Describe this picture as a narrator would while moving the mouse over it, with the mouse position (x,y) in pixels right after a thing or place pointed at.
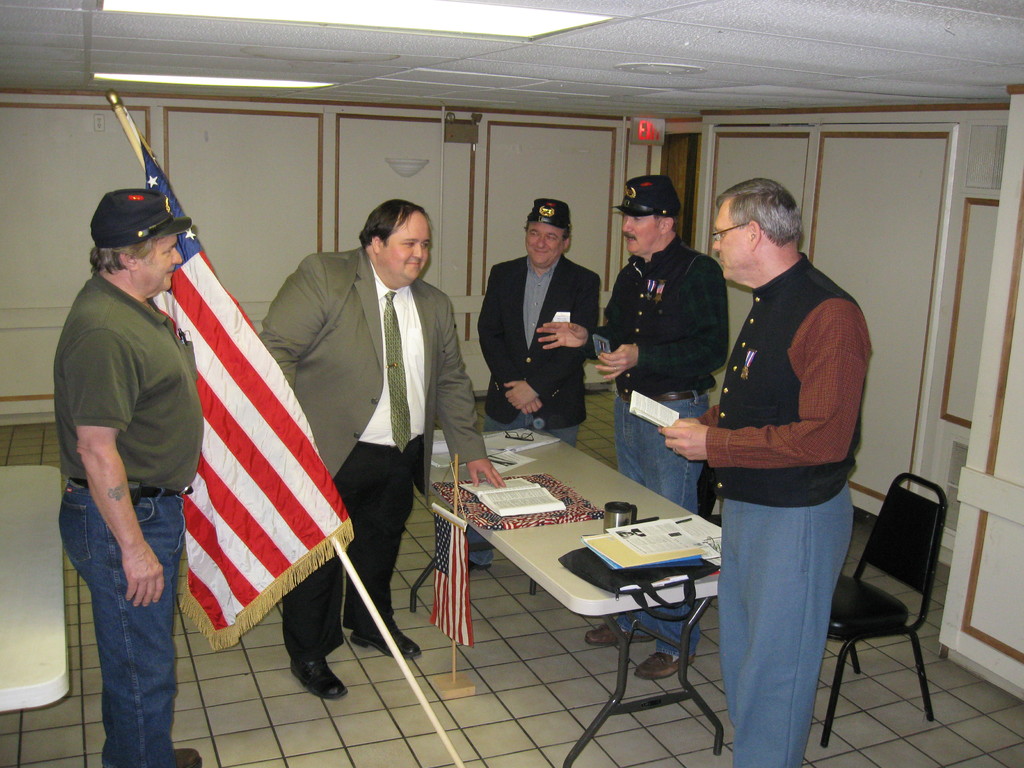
In this image i can see few people (489,330) standing around the table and a person (175,411) on the left corner (228,320) is holding a flag (192,500). In the background (284,165) i can see the wall (271,156), a sign board (640,126), the door (683,148), few chairs (883,515) and the ceiling (665,57).
